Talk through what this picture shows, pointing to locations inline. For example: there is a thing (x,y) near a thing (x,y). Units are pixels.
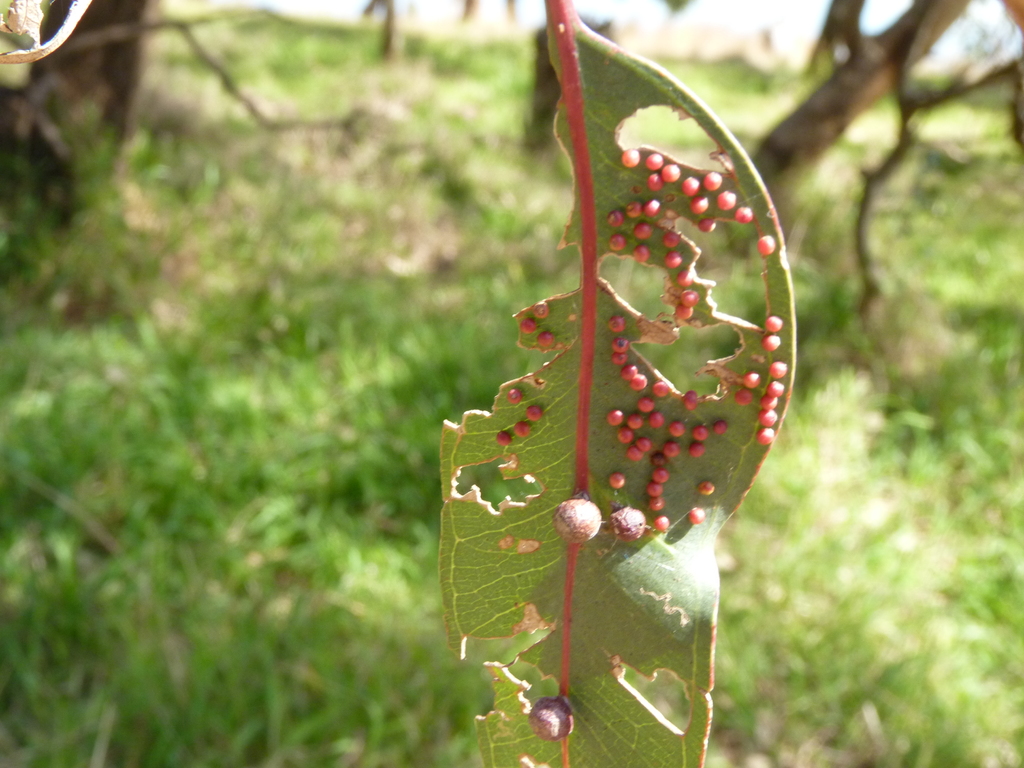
In this image we can see a leaf (610,348) with buds (631,514). In the background (355,278), we can see the trees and grass (367,313).
